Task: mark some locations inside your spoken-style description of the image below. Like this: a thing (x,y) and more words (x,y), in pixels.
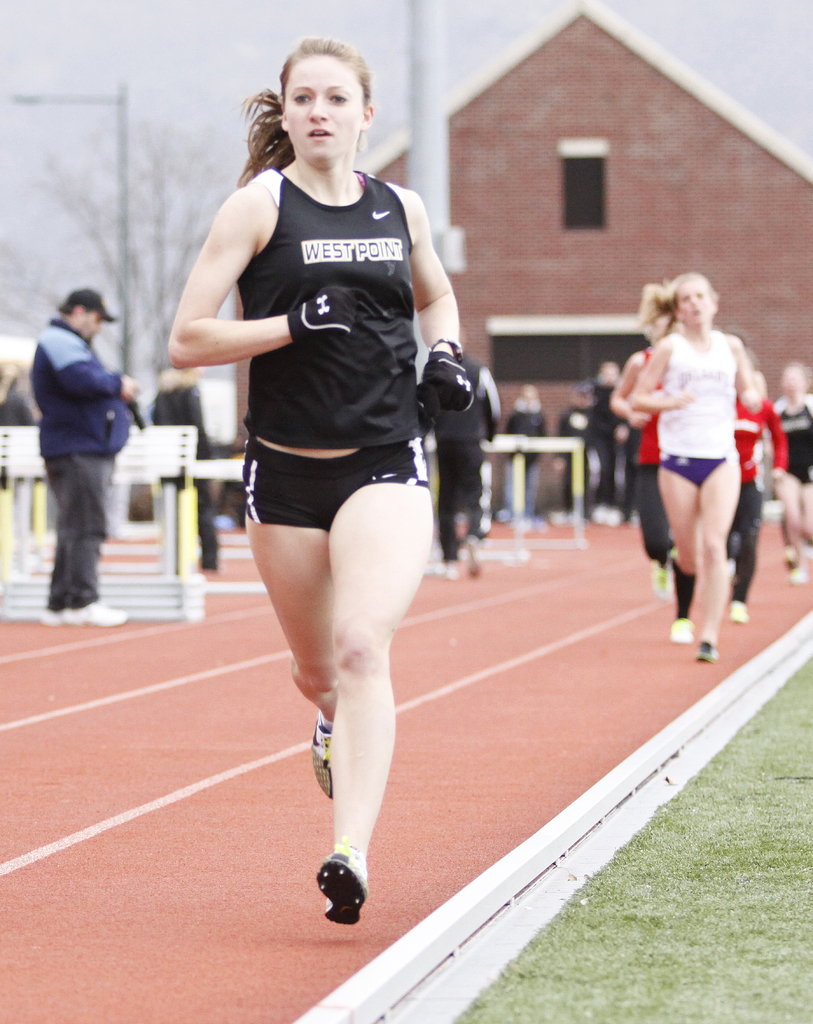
In this image I can see a woman (330,269) running in a stadium (442,865). I can see some other woman (806,473) behind her towards the right hand side (810,486). I can see some people (80,441) standing behind them. I can see a building (574,225), trees (168,191) and poles (125,96). The background (553,46) is blurred.
